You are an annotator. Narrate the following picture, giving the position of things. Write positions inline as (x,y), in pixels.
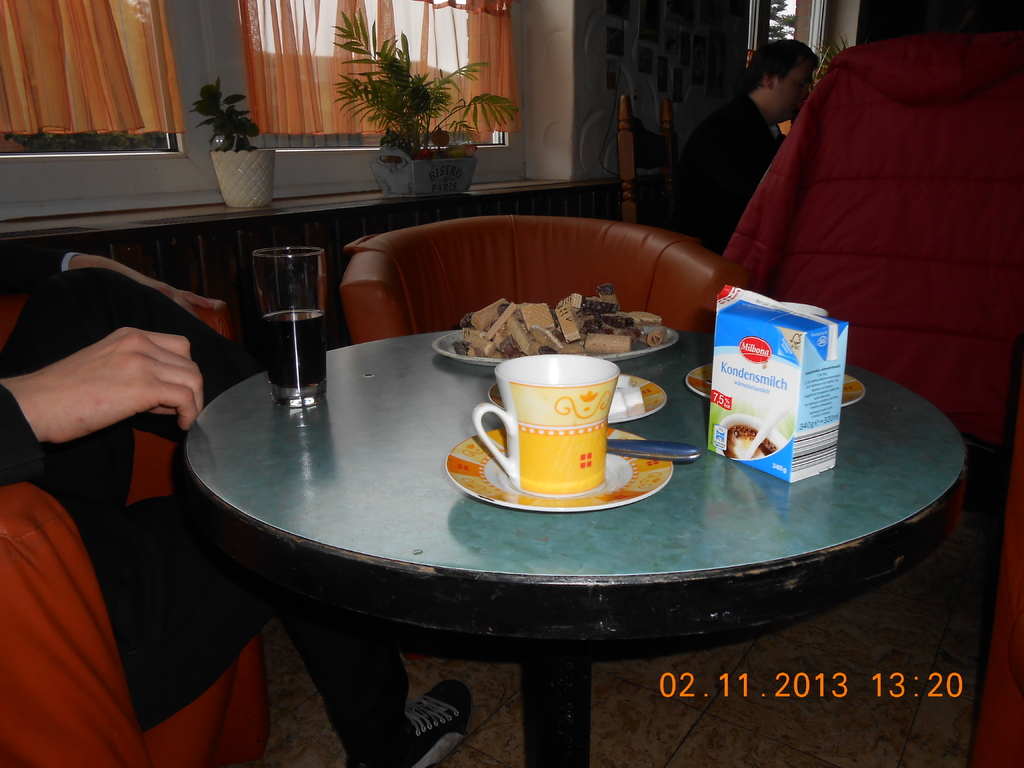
It is a picture on which there is a table (669,386) on which cup (560,485), milk (792,402), biscuits (556,348) and glass (302,267) are placed, beside the table (380,486) there are two sofas (398,253) on which the person (92,426) is sitting in the background (430,173) there are two plants (419,189) placed on the window sill (400,198) and curtains (254,61).
